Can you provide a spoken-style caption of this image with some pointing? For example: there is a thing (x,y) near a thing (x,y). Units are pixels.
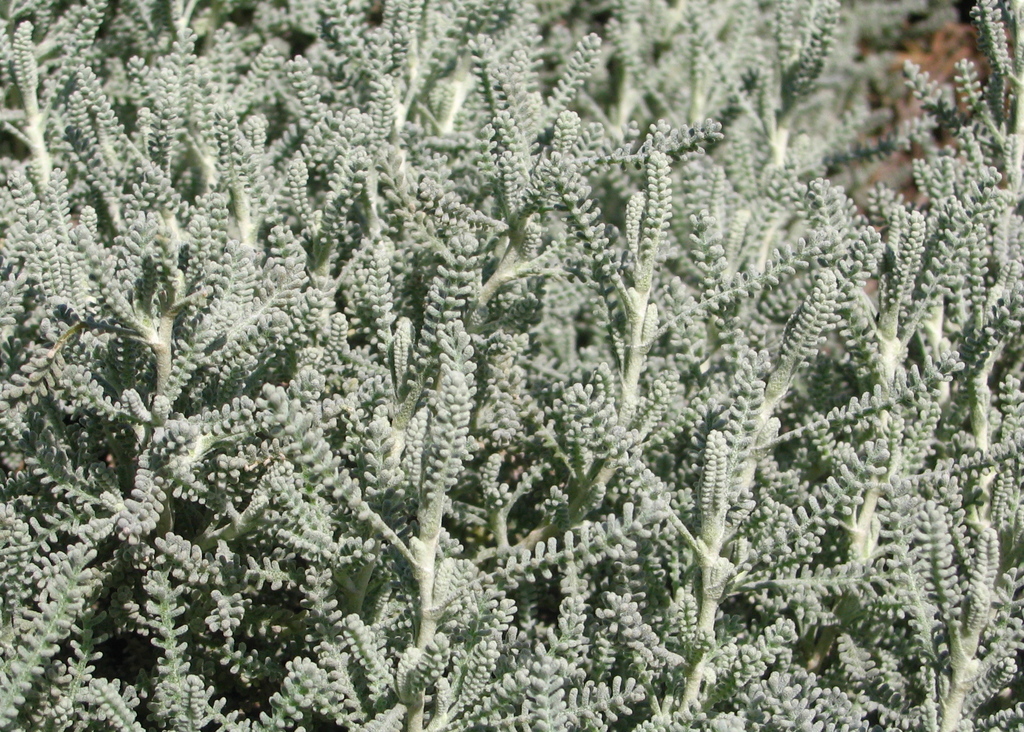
In the picture there are plants (388,440) present.
